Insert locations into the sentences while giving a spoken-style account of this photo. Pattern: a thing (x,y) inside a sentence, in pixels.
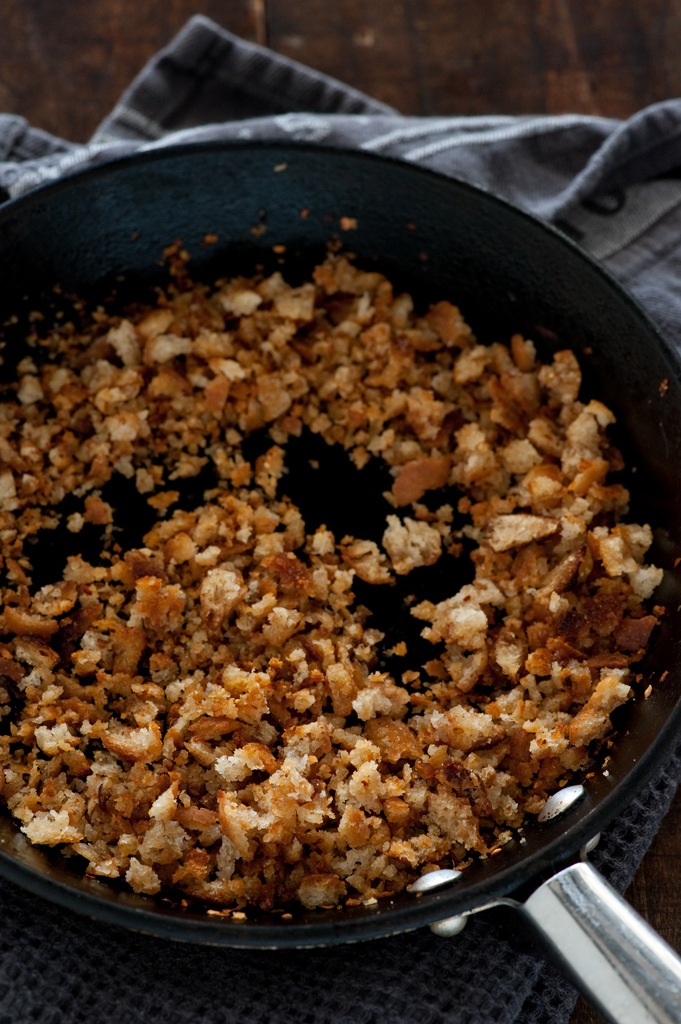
In this image I can see food item (235,560) in a pan (315,458). I can also see clothes (532,165) and other objects (443,110).
